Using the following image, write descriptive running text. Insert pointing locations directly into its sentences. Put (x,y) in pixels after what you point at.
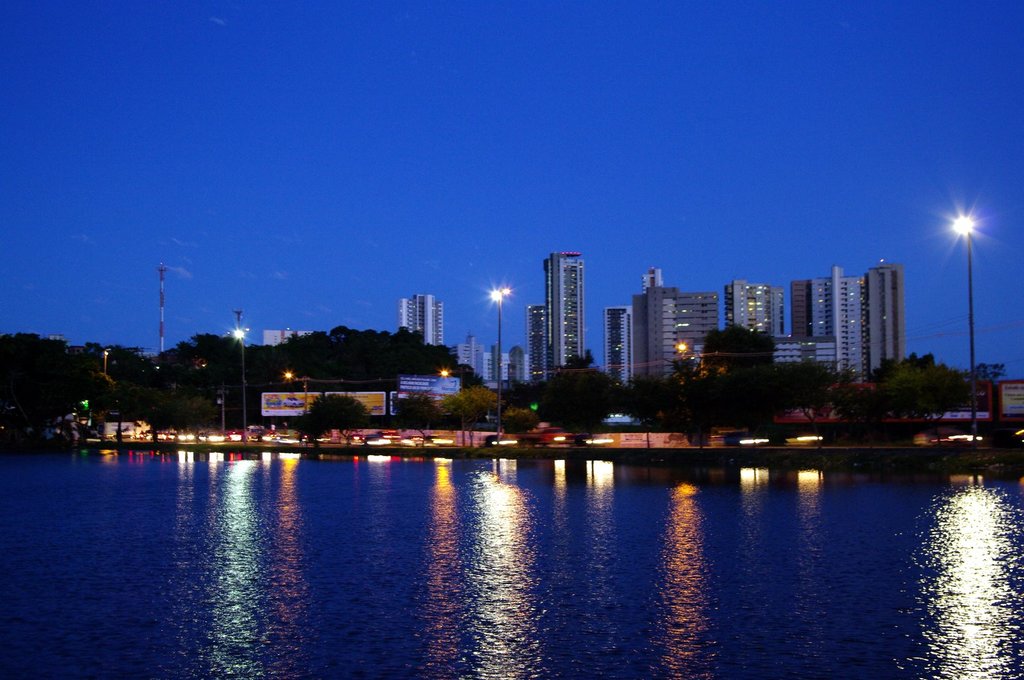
This is the picture of a city (714,421). In this image there are buildings (406,323) and trees (401,416) and there are street lights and there is a tower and there are hoardings (363,399) and there is text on the hoardings (402,386) and there are vehicles (485,436) on the road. At the top (551,135) there is sky (474,98). At the bottom (482,552) there is water (696,575).
